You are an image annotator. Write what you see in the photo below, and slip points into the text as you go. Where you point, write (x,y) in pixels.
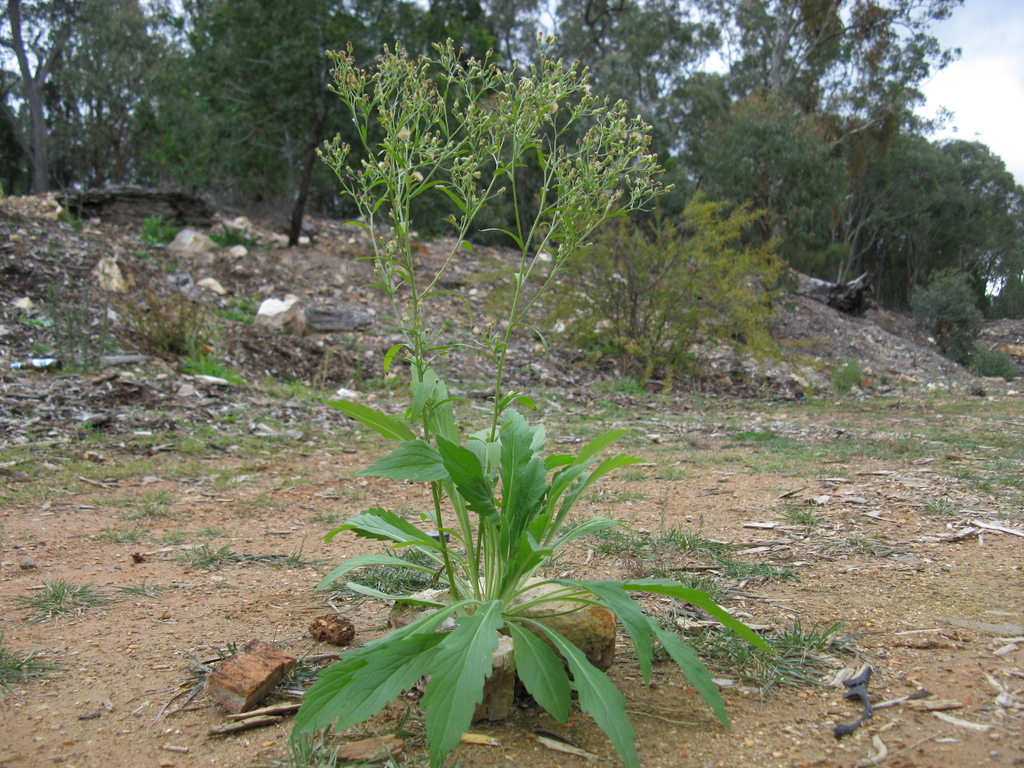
In the image there is a land (296,438) with a lot dust (396,405) and in between the land (538,326) there are few plants (653,183) and in the background (655,151) there are many trees (690,96).
